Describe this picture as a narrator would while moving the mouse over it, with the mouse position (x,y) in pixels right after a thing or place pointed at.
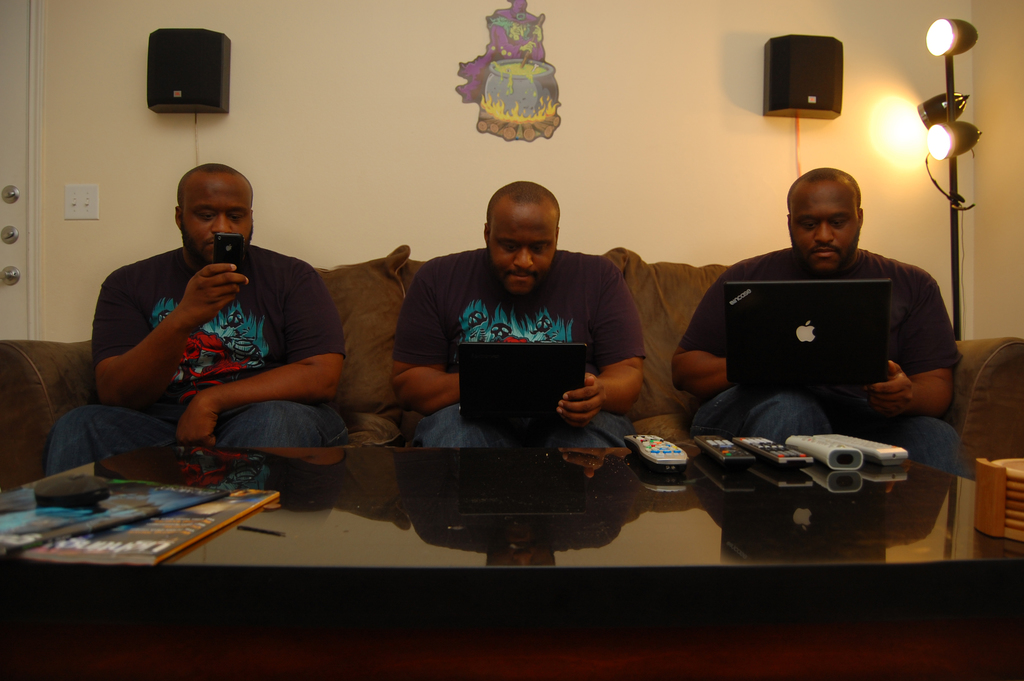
On the left side of the image (173,341) we can see a person (208,374) sitting on the sofa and holding a mobile phone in his hands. On the right side (735,387) we can see he is holding a laptop (770,320) in his hands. There is a table (749,532) in front of him on which many remote controllers (843,437) and books (195,503) are placed. In the background (202,83) we can see speaker boxes (207,95) and lights (959,147).
